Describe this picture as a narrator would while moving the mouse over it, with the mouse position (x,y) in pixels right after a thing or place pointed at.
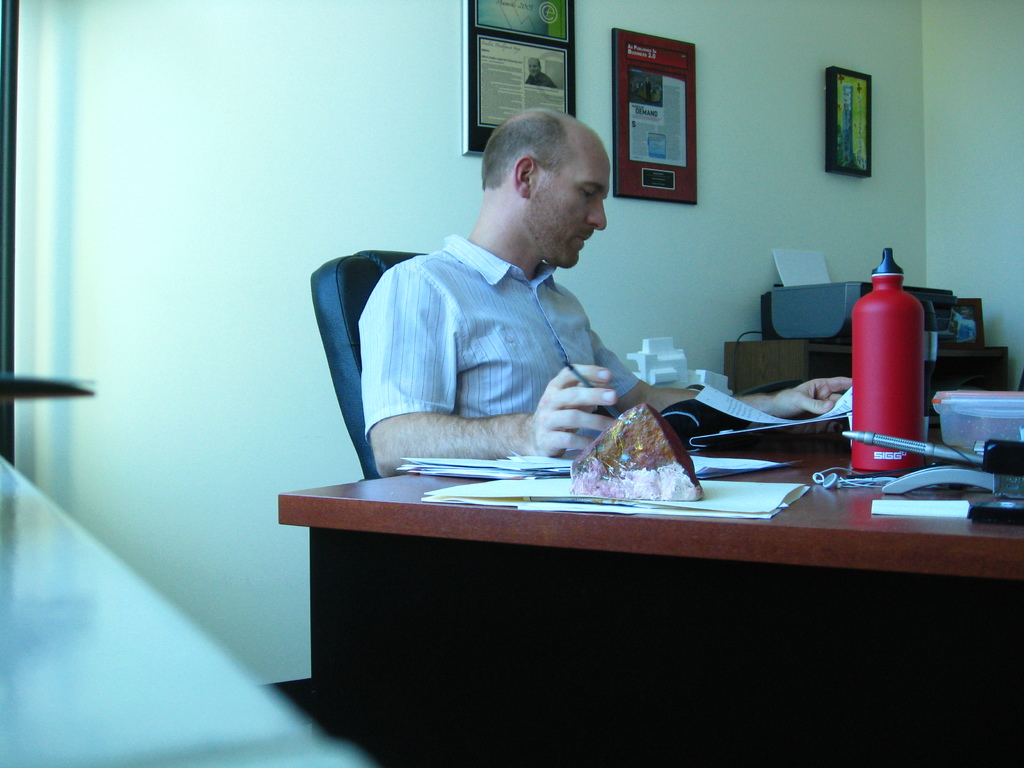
This picture looks like it is clicked inside a room (653,163). In this image the man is sitting in the chair (348,386) near the table (494,691). To the right (833,697) there is table (433,516), on which a bottle (901,352), a paper weight (644,428), some papers (710,394) are kept. In the background (880,145) there is a wall (412,134) color with white color and some frames (855,156) are fixed on it.
